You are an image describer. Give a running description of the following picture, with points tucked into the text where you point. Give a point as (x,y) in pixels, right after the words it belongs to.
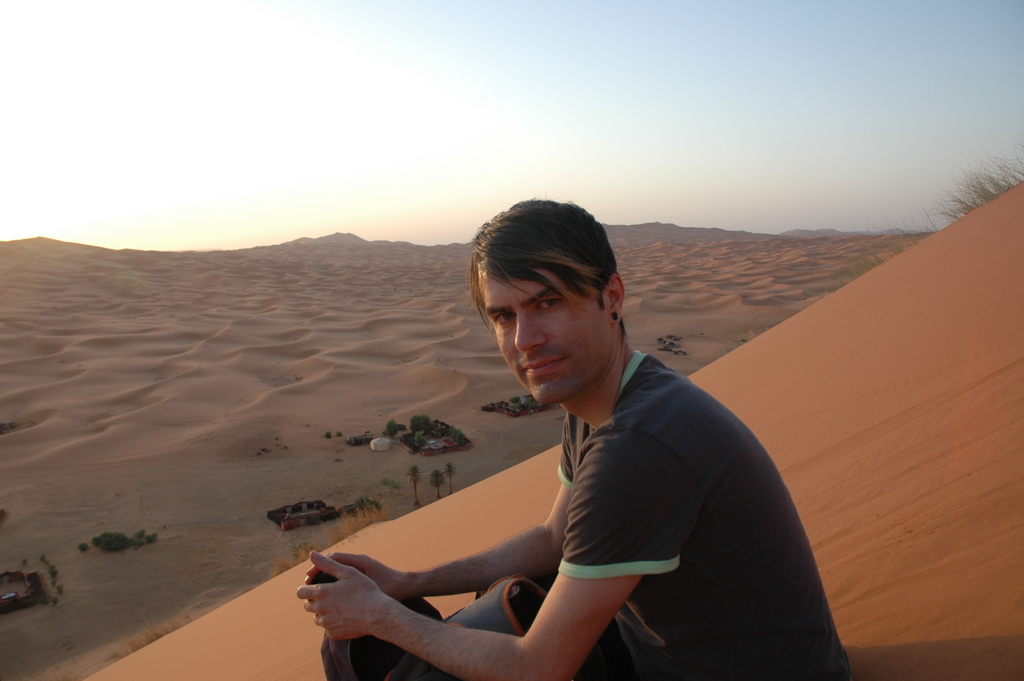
There is a man (601,456) sitting on sand (407,533) and holding an object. In the background (348,335) we can see sand (348,335), trees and sky (403,199).
